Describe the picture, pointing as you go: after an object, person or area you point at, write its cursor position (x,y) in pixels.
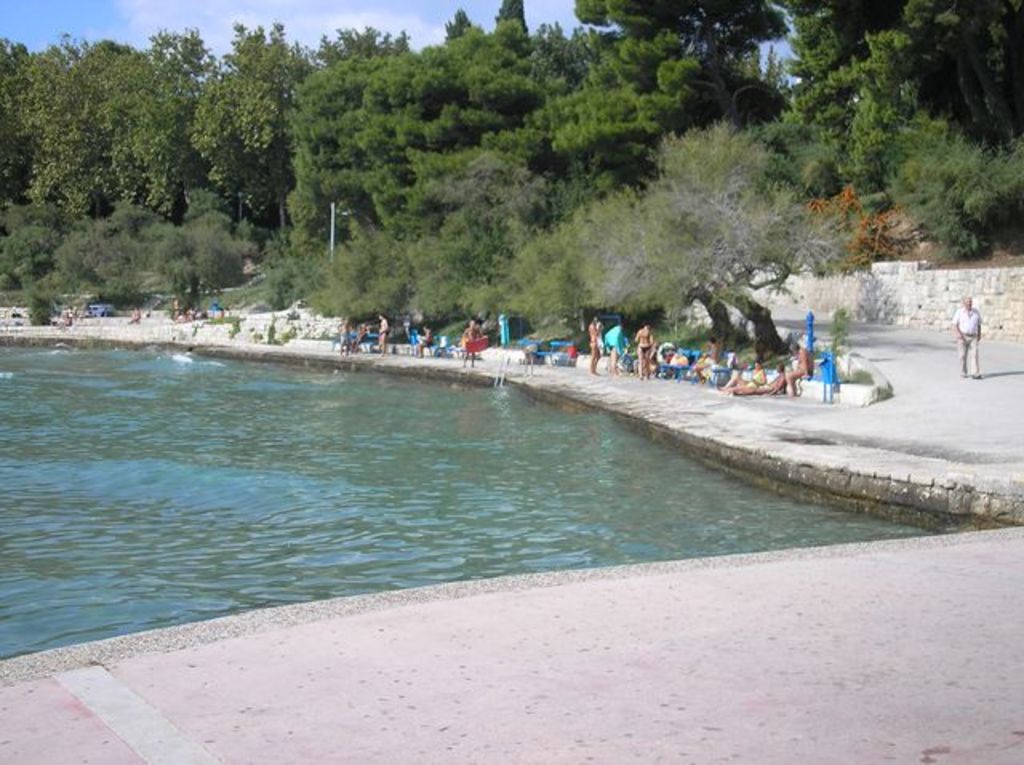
In the foreground of this image (308,448), there is a pool (240,502) and a side path (468,656) on the bottom side of the image (501,678). In the background (754,378), there are persons (809,371), a man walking on the road (941,346), trees (826,158), sky (297,36) and the cloud (393,26).
